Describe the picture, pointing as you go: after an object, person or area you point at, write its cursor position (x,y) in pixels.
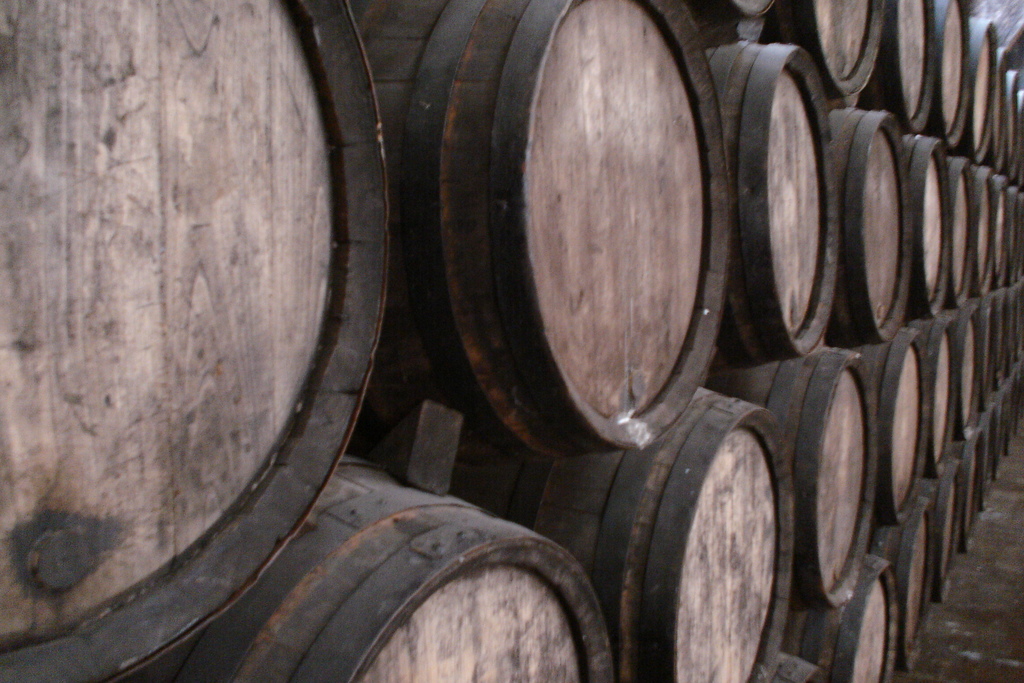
In this image I can see the black colored wooden surface (396,78) to which I can see number of wooden barrels (471,561) are stacked which are black and brown in color. To the right bottom of the image (1017,553) I can see the wooden surface (1003,579).
